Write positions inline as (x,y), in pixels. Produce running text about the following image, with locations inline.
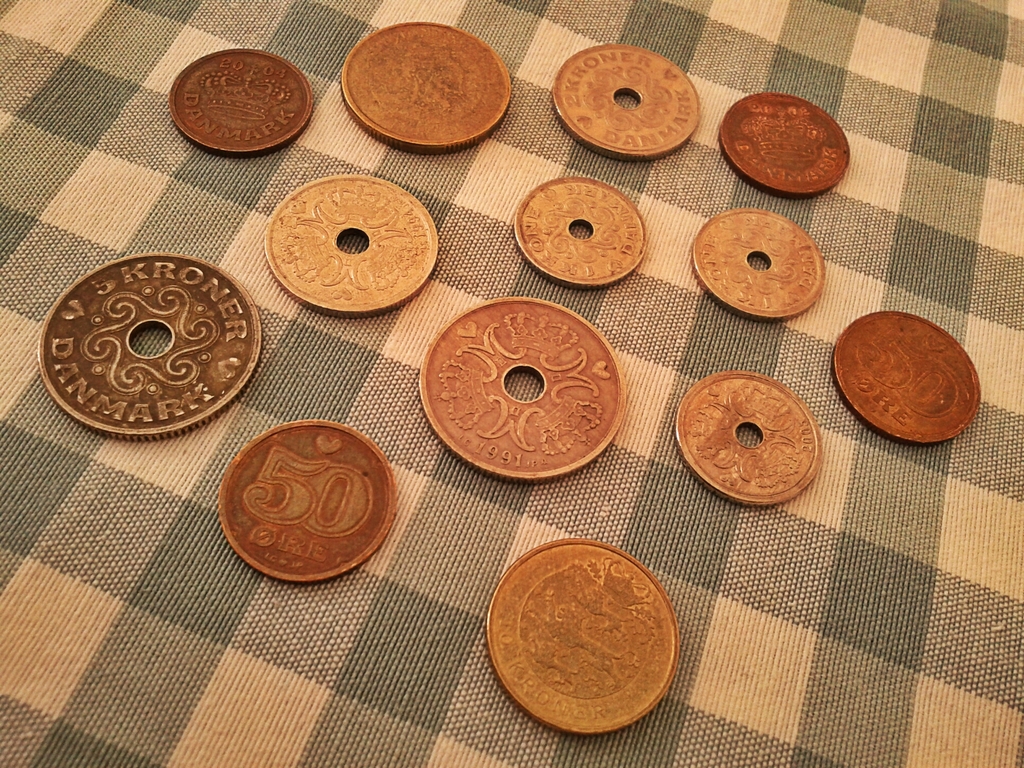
In the middle of the image (365,509) there are a few coins (563,240) on the cloth (379,646).
